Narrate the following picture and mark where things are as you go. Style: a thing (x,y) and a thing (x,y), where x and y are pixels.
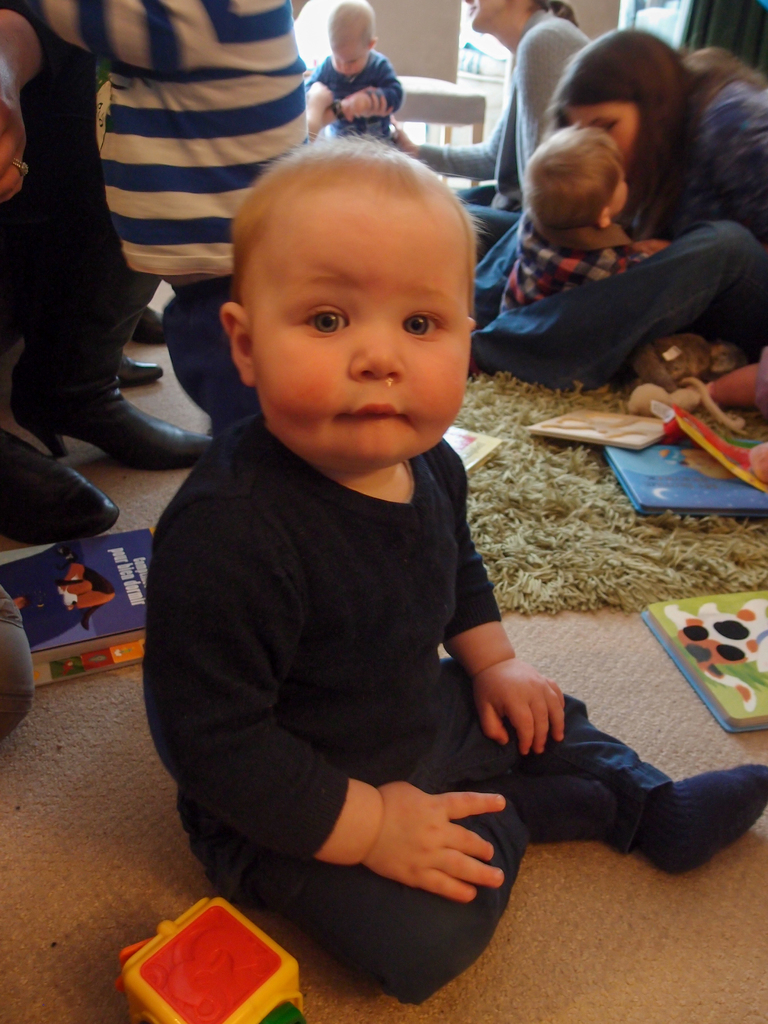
This picture is clicked inside the room (621,302). In the foreground (404,657) we can see a kid (257,420) wearing blue color t-shirt (353,560) and sitting on the ground (343,1013) and we can see there are some objects (668,398) placed on the ground (663,579) and we can see a person (696,168) holding a baby (574,221) and sitting on the ground (550,397) and we can see the group of persons (171,234) standing on the floor (88,460) and we can see another person (528,67) sitting on the ground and a kid (354,84) seems to be standing on the floor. In the background (413,14) we can see the wall (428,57) and some other objects (451,99).
